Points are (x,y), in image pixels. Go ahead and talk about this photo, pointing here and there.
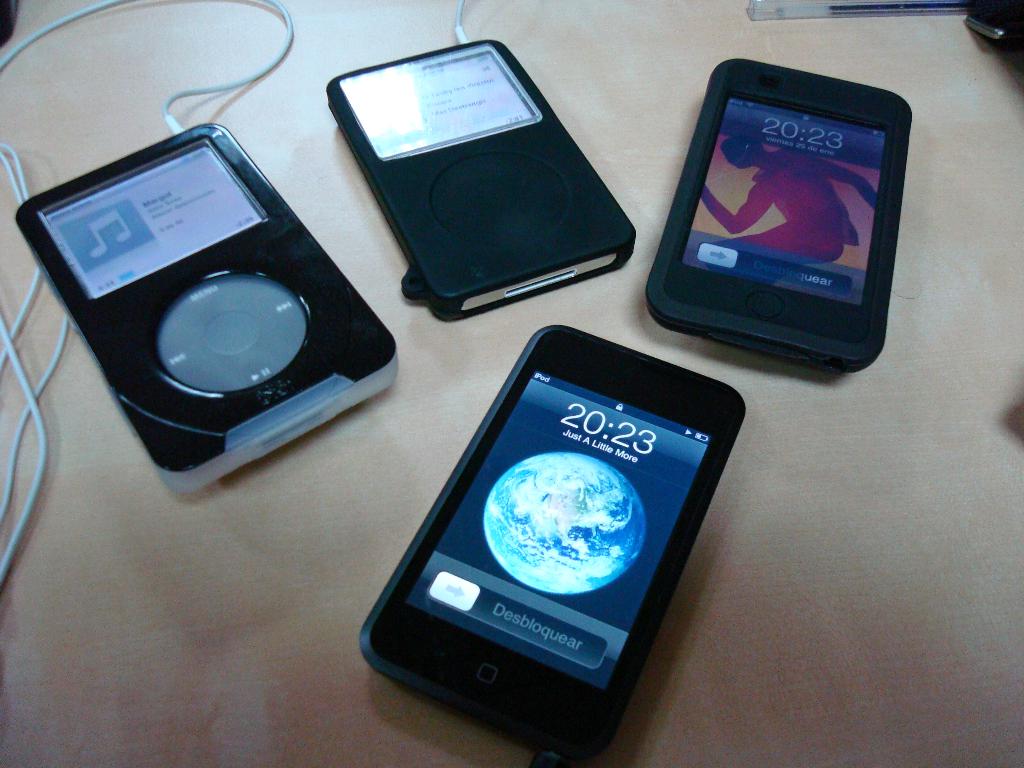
In this image I can see four different iPods (490,244) kept on the table (784,48). I can see a pen like object (814,13) at the top of the image (855,1). I can see a wire (38,469) connected to the iPod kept on the left hand side of the image (247,318).
